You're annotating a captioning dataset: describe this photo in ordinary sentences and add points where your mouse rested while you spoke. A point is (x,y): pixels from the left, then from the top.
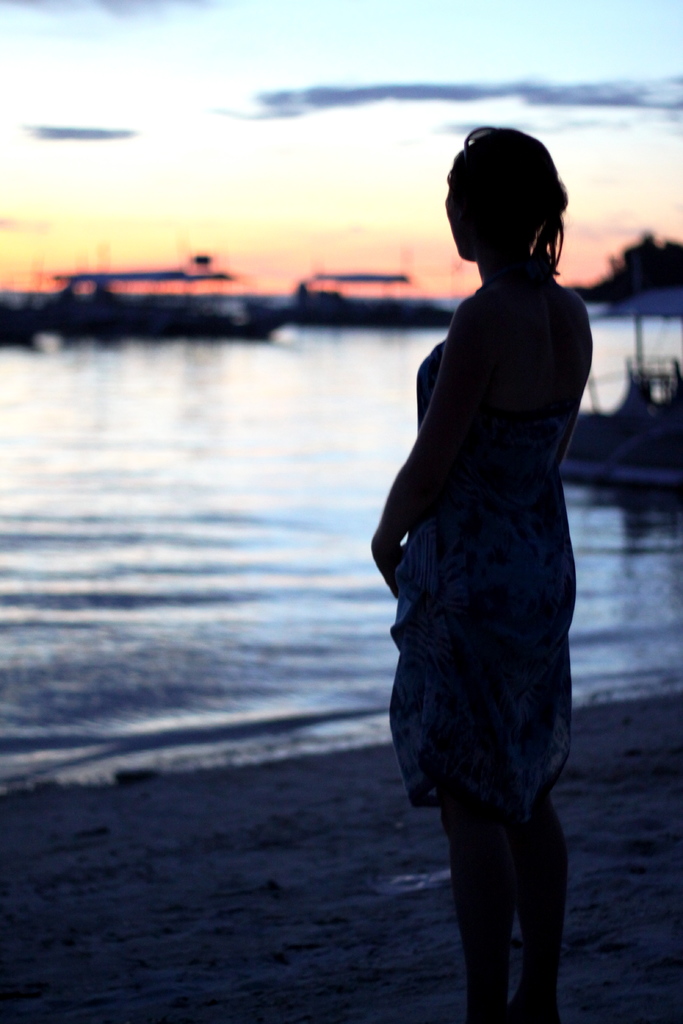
In this picture we can see a woman (374,556) is standing and in front of the women (478,615) there are boats (246,323) on the water (368,398). Behind the boats (216,329) there is a sky (378,147).
